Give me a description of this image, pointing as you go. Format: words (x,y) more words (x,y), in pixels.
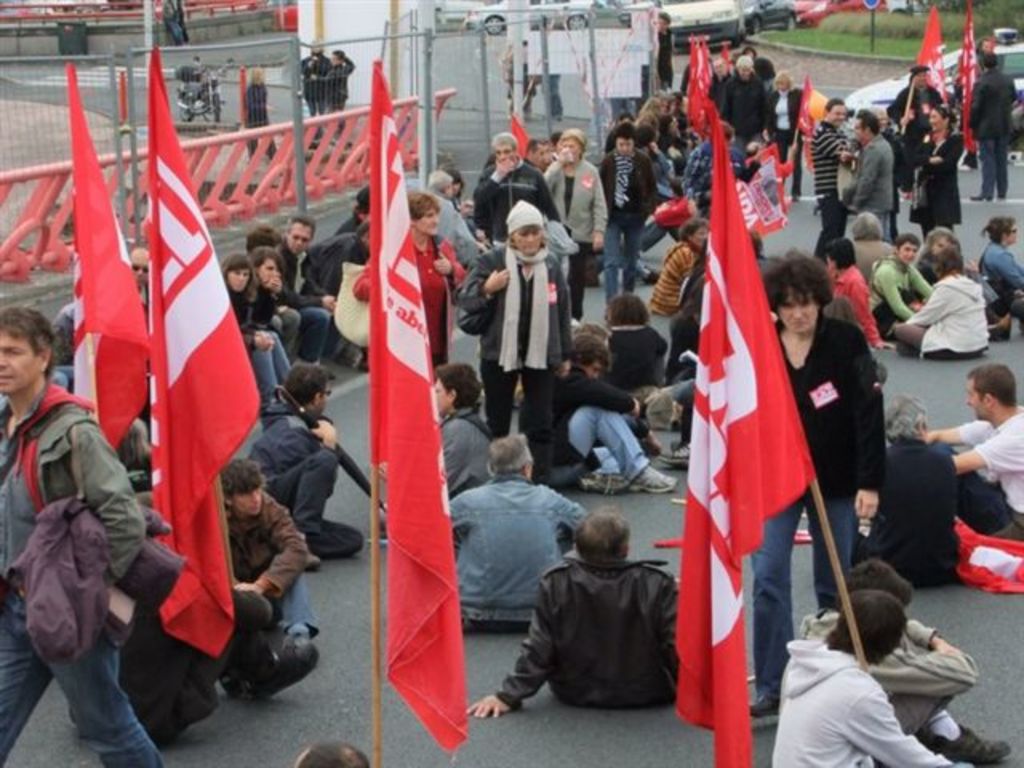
In this image, we can see a group of people (579,365). Few people (590,545) are sitting on the road (587,753). Here we can see flags (427,440) with sticks (371,540). Here we can see few people (880,139) are standing. Top of the image (419,117), we can see vehicles (701,8), grass (892,39), plants (948,14), pole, board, fence (24,129) and roads (281,97).
